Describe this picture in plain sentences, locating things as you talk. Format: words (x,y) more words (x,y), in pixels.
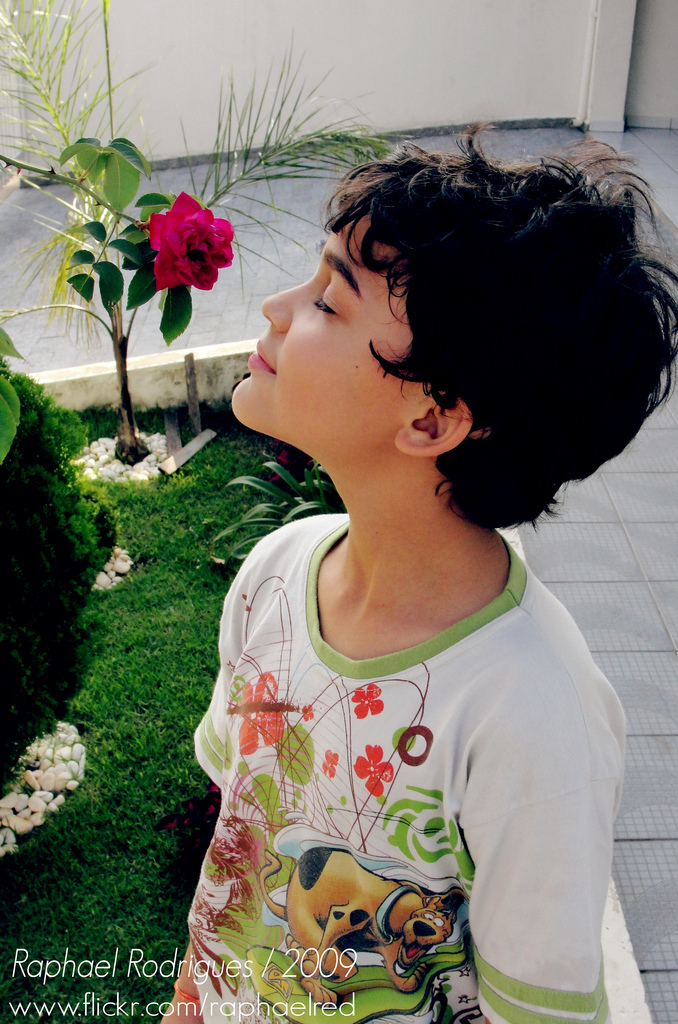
In the image there is a boy (395,761) standing and he is smiling. On the left side of the image (221,545) on the ground (133,554) there is grass (104,616), stones (158,457) and also there are few plants (142,301) with leaves (148,248) and also there is a flower (174,225). Behind them there is a wall (502,29) with pillar (595,88). And on the floor (661,975) there are tiles (670,996).
